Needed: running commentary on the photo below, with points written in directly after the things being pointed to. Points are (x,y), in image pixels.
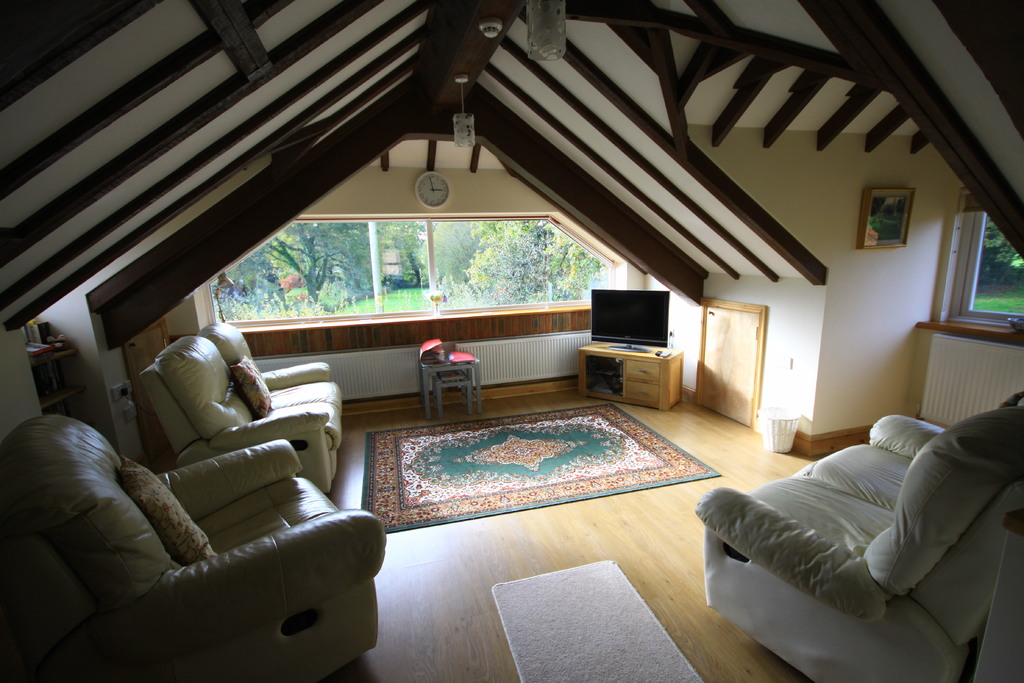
This image is inside a room (354,341). We can see sofa (318,498), carpet (499,469), television (616,312), clock (433,193) and glass window (448,267) through which we can see trees (523,275).
